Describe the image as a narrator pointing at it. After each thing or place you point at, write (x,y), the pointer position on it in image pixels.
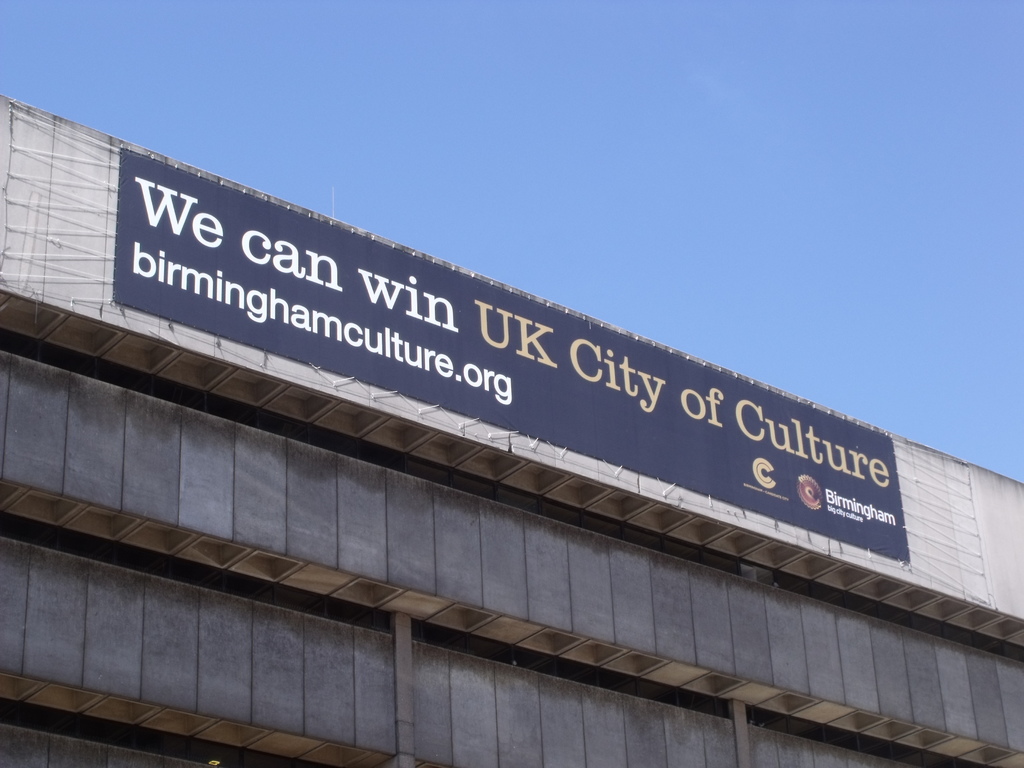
In this picture I can see the banner (141,165) on the wall (993,528). At the bottom (335,648) there is a building (801,625). At the top (620,84) I can see the sky (698,82).
